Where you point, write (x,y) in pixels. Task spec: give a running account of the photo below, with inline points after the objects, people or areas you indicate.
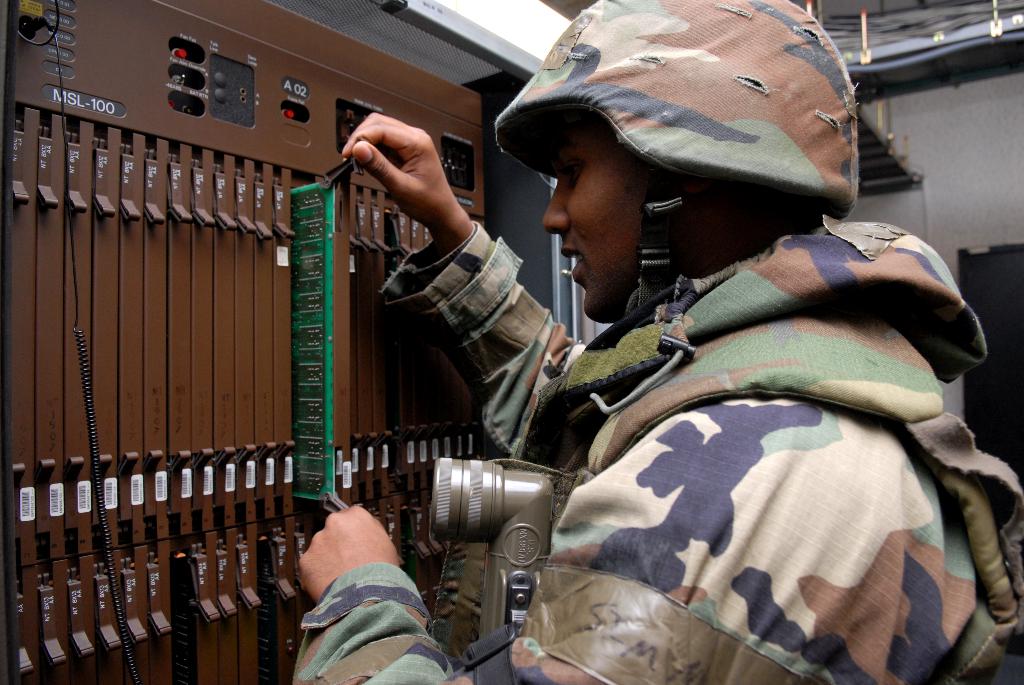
In this image we can see an electrical machine (231,246) and a person (809,369), the person (650,406) is holding an object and carrying some other object (515,530), in the background (918,208) we can see a wall (912,222) and other objects (880,49).
